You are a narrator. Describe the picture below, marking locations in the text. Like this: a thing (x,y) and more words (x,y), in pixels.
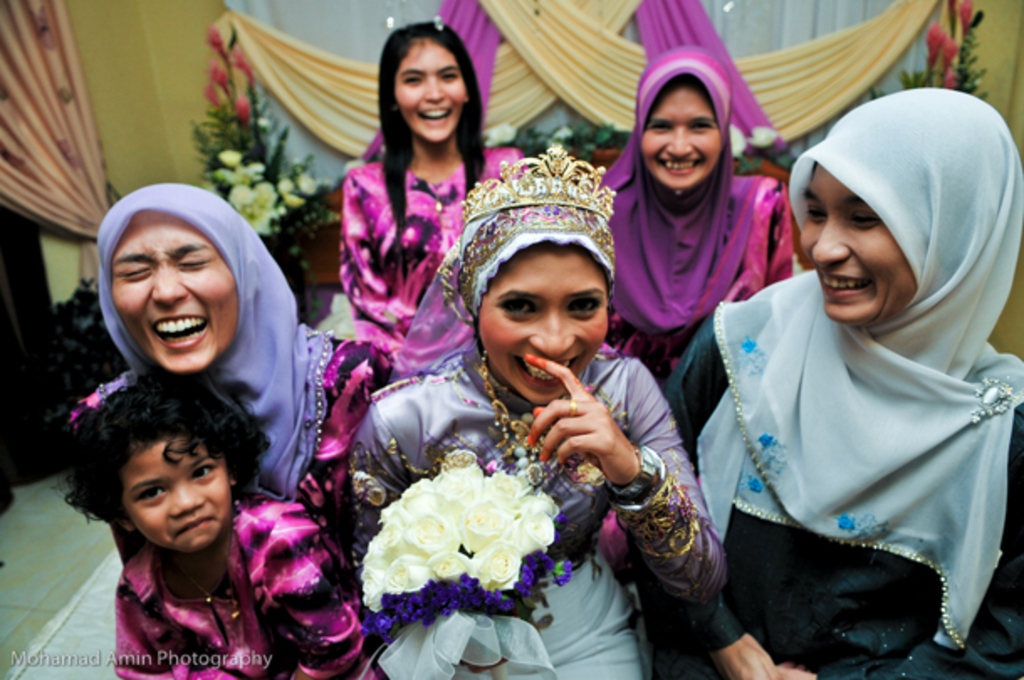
In this image, there are group of people (198,333) wearing clothes (743,315). There is a person (607,274) in the middle of the image (577,303) wearing a crown (549,182). There are some clothes (614,51) at the top of the image (355,47).
